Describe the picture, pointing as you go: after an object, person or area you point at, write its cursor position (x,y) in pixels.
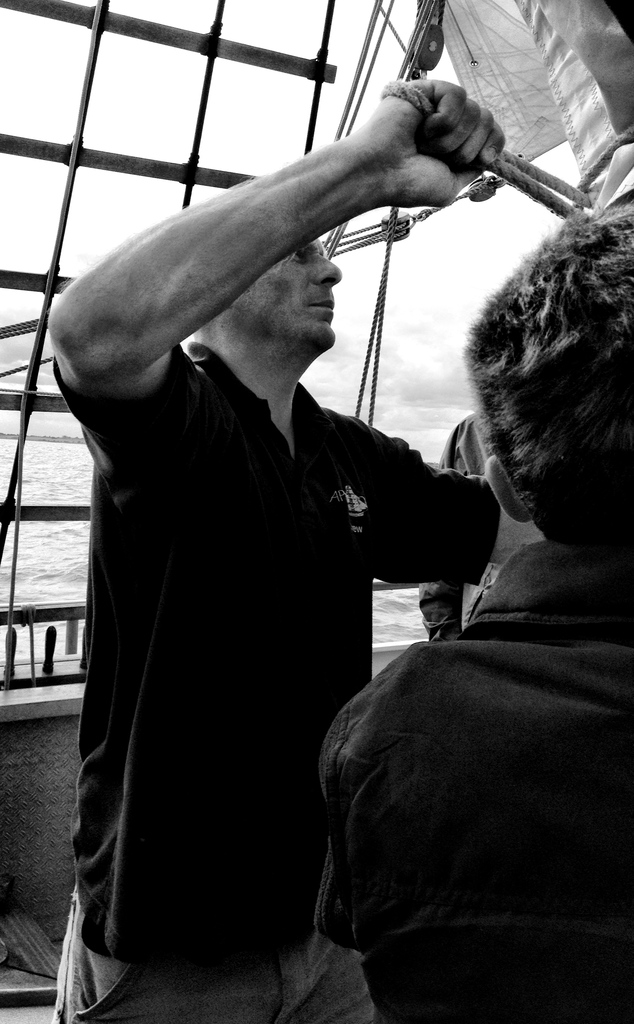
In this image I can see two men (349,631) are standing. Here I can see he is holding a rope (538,176). In the background (57,451) I can see few sticks (113,164), cloth (614,157) and water (87,547). I can see this image is black and white in colour.
